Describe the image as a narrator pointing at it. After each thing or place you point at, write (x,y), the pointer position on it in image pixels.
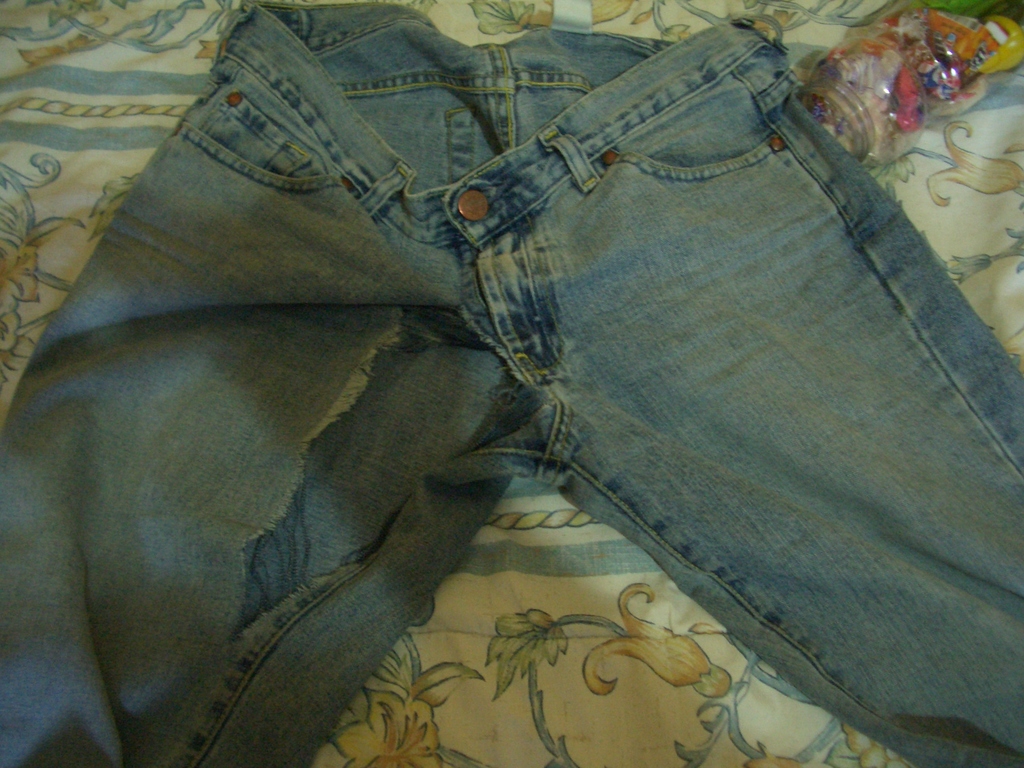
In this picture there is a blue jeans (908,265) and plastic cover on the bed (963,260). At the bottom (529,683) there is a bed sheet (529,683).
